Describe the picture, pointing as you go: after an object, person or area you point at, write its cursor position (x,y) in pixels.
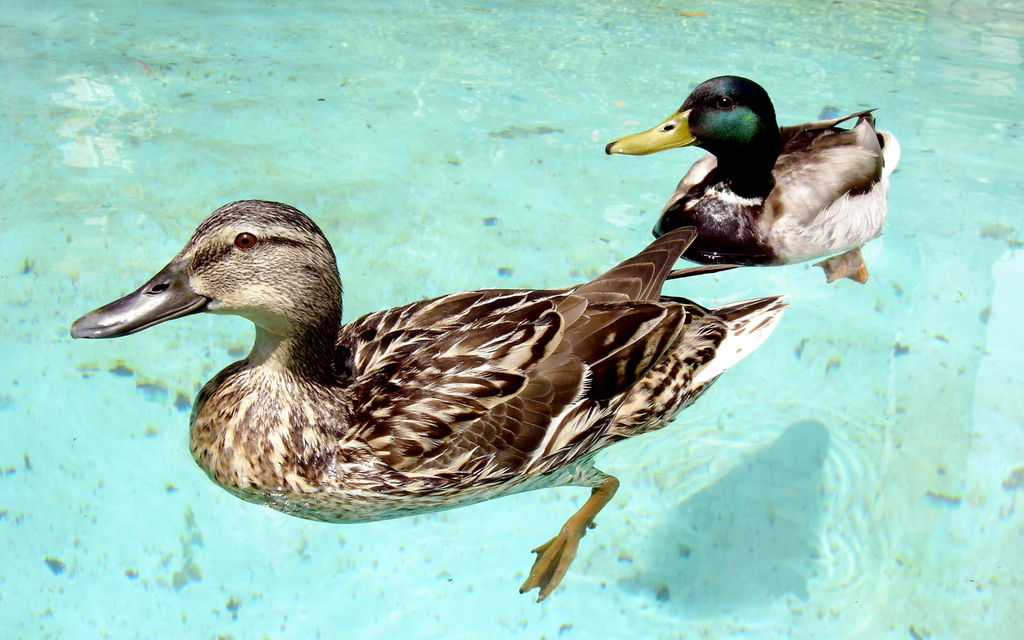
In this image I can see two birds (656,281) in brown, white, black color. I can see the water (802,457).
